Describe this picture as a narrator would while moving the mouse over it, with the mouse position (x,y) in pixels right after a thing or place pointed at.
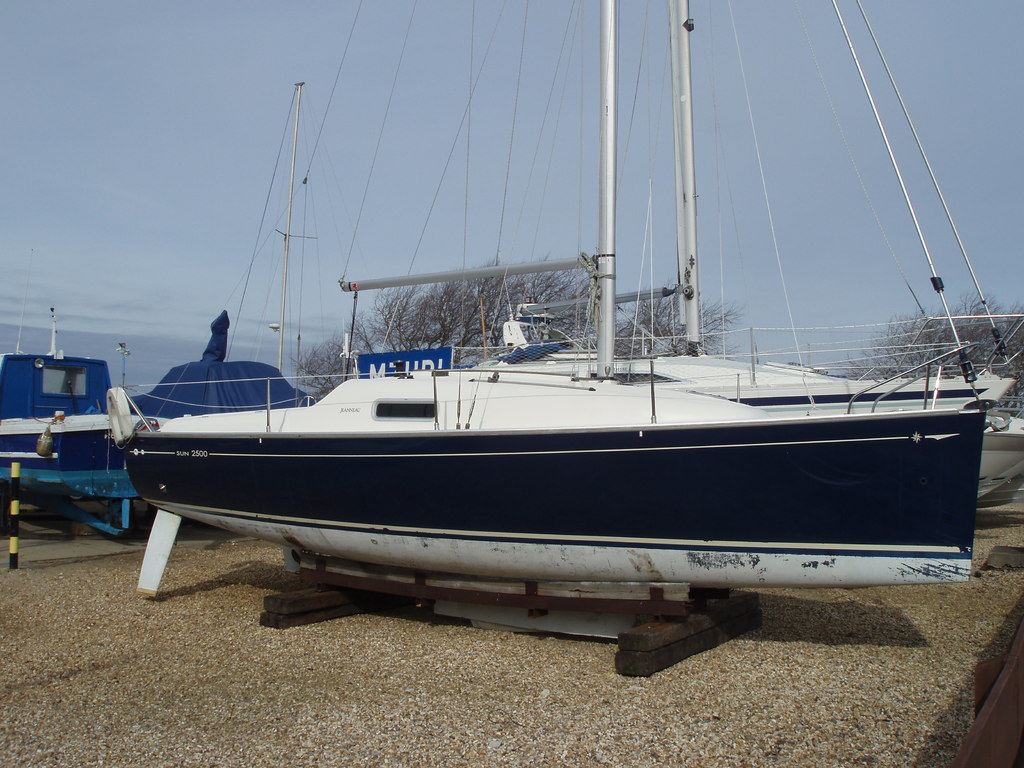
In this picture there is a sloop (532,265) in the center of the image (373,427).
